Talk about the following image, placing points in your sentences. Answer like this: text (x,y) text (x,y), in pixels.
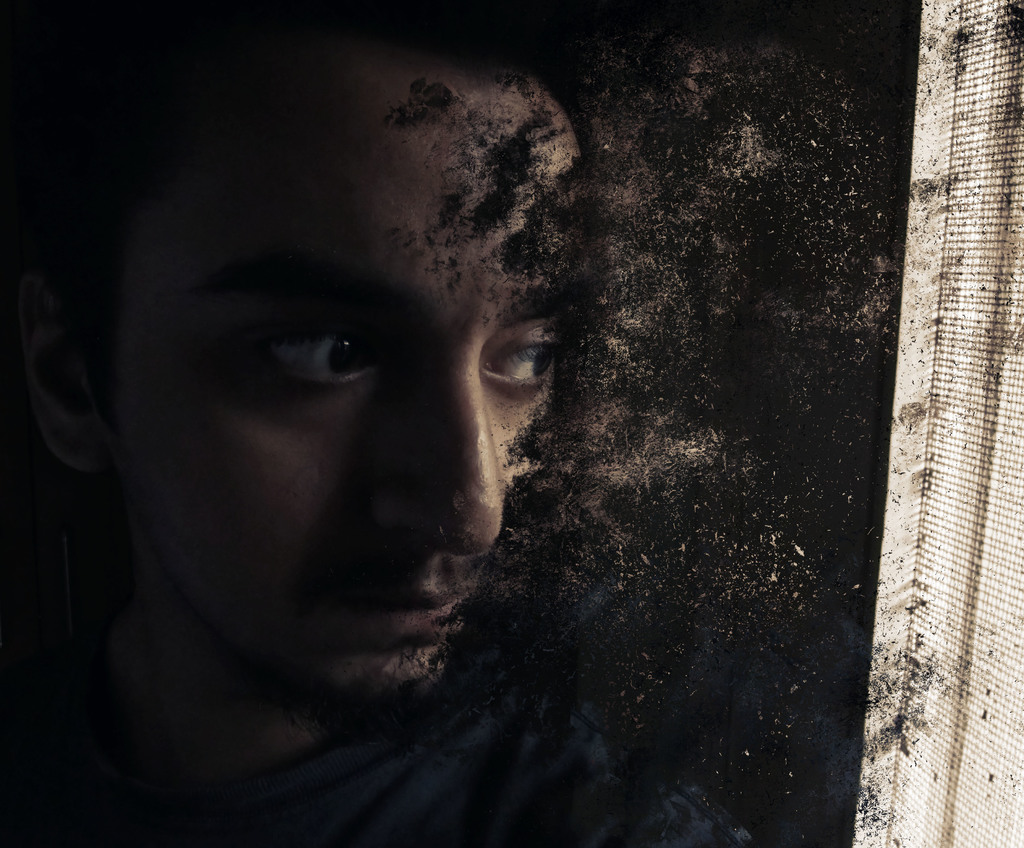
In the picture there is a person (531,419) standing near the wall (795,464).
